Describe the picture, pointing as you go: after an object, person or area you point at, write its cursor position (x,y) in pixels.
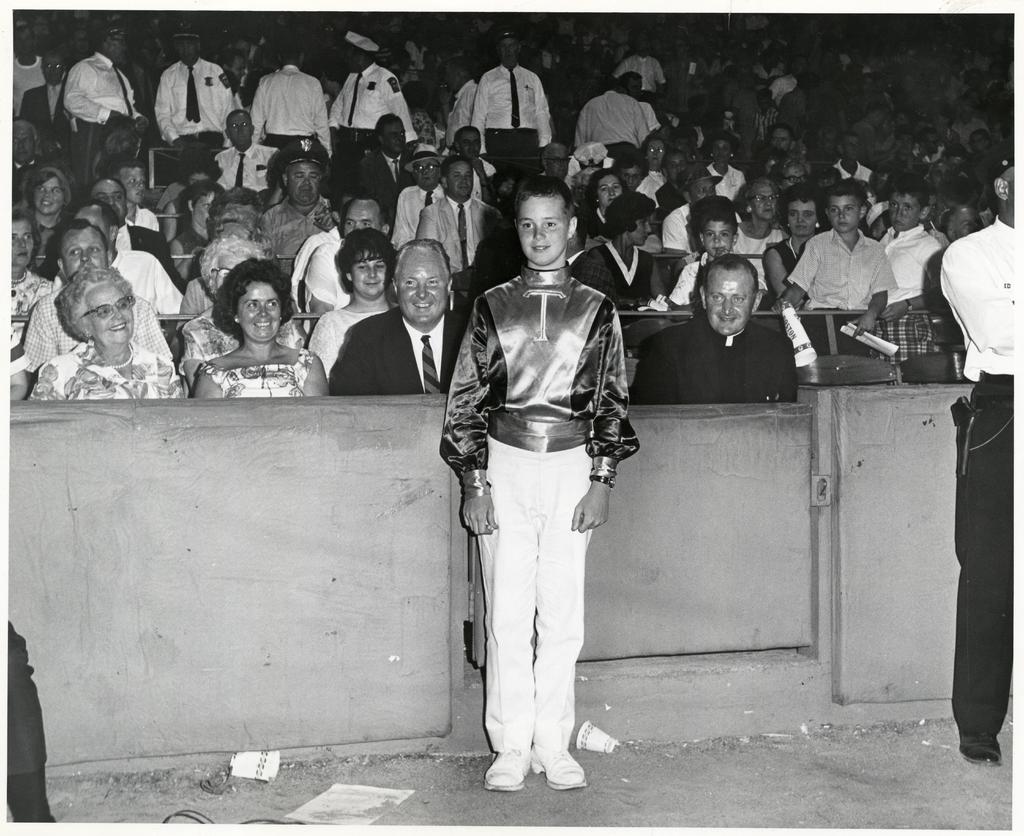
In this picture we can see two persons (492,495) are standing in the front (985,489), in the background (766,356) there are some people (426,261) sitting and some people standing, at the bottom (351,793) there is a paper (359,804), it is a black and white picture.
